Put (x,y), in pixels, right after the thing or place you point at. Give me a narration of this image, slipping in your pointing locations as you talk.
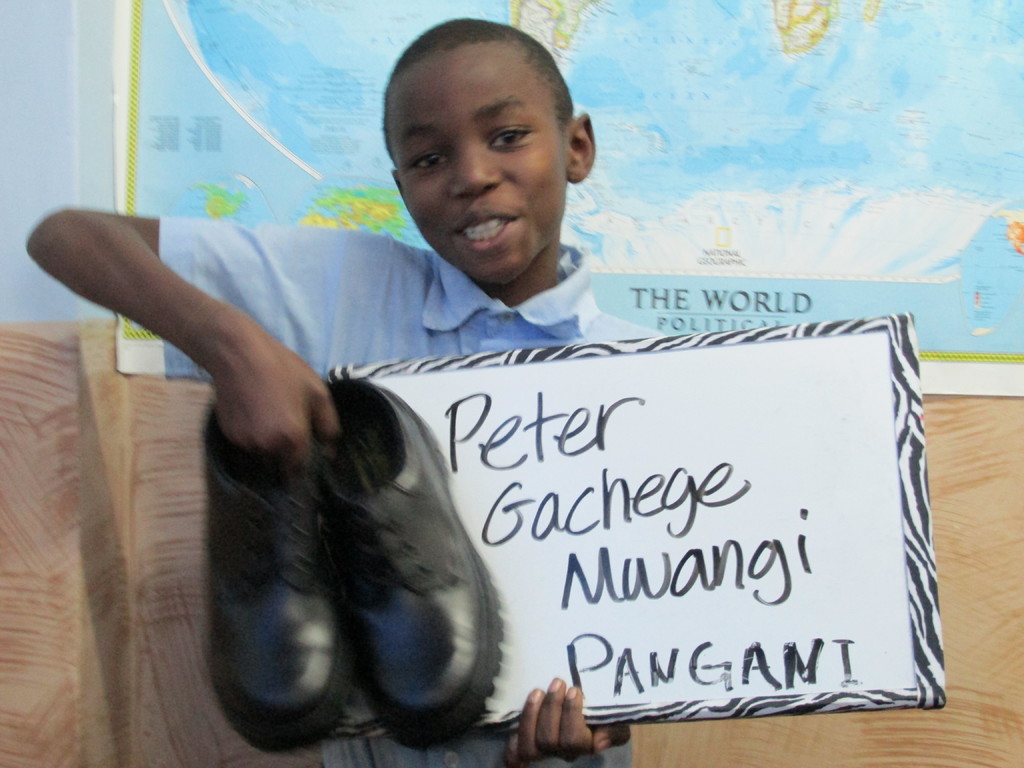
In the center of the image (434,307) we can see one boy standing and he is holding one banner (688,574) and shoes (438,530). And he is smiling, which we can see on his face (487,271). In the background (298,212) there is a wall (39,174), map (319,170) and a few other objects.
